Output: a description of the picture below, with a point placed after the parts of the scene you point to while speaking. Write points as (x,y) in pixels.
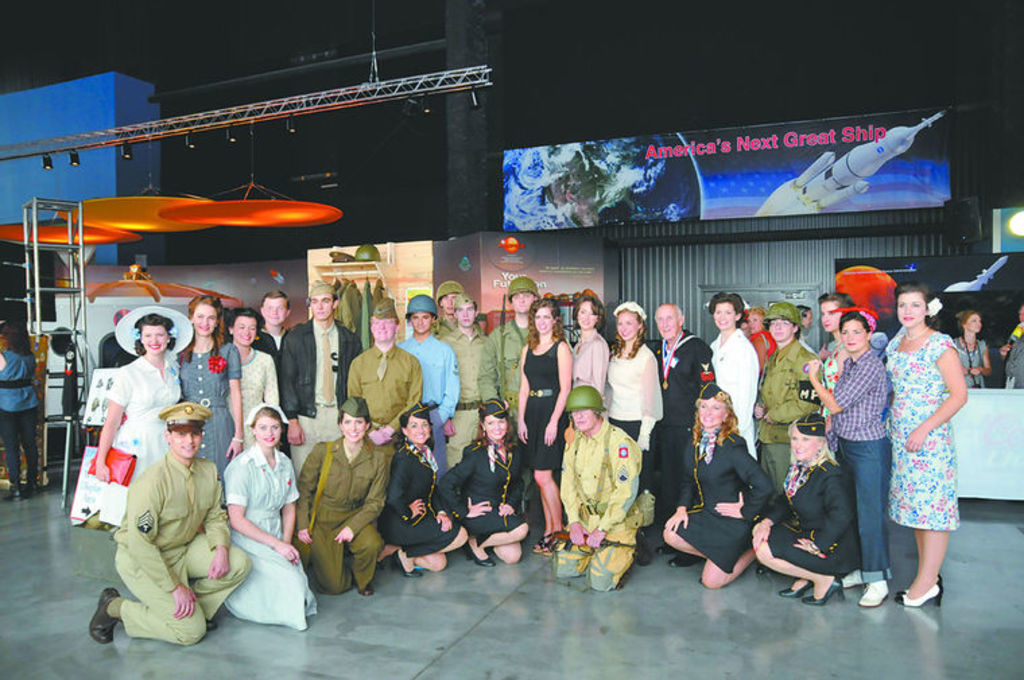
In this image there are group of people (217,391) visible on the floor (444,575), behind them there are hoarding boards (823,163), clothes (369,293) hanging to the hanger (369,277), on the right side (973,331) there are two people (975,355) visible in front of the table (977,420), there is a stand (67,428), person (15,362) on the left side (21,374), some other objects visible at the top (191,216).
